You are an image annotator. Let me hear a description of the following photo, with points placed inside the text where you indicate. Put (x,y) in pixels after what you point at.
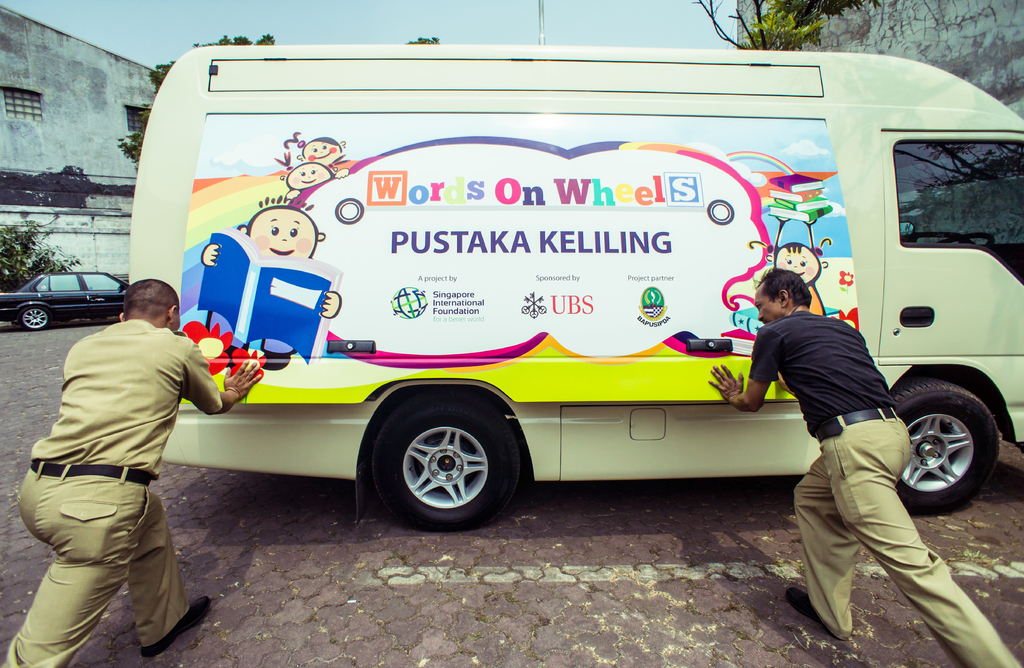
In this image, we can see two people (113,468) are pushing the vehicle (652,472). At the bottom (692,625), we can see the path (425,548). Background (1002,19) we can see house (22,177), walls (957,9), trees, plant (14,245), car (103,288), pole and sky (630,25).
